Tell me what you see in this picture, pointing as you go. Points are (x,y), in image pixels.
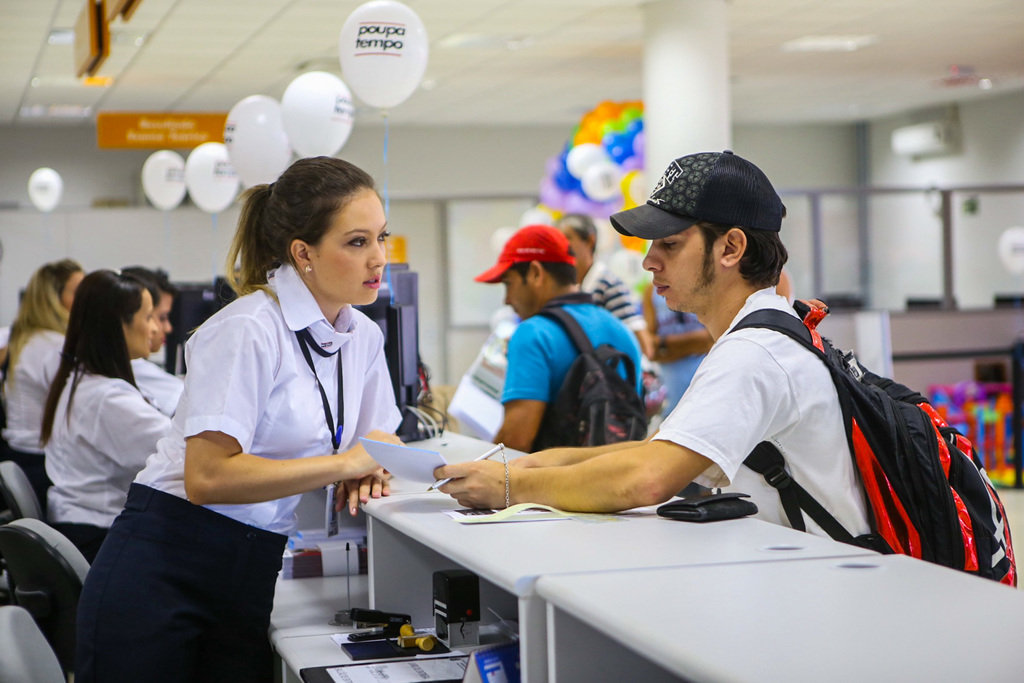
In the picture we can see inside the office (864,594) with an office staff (88,475) of women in uniforms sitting in the chairs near the desk (837,678) and in front of the desk (680,658), we can see a few men (706,279) are standing wearing caps (679,166) and bags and in the background (677,130) we can see the pillar (670,116) and to the ceiling (765,27) we can see some balloons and lights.
